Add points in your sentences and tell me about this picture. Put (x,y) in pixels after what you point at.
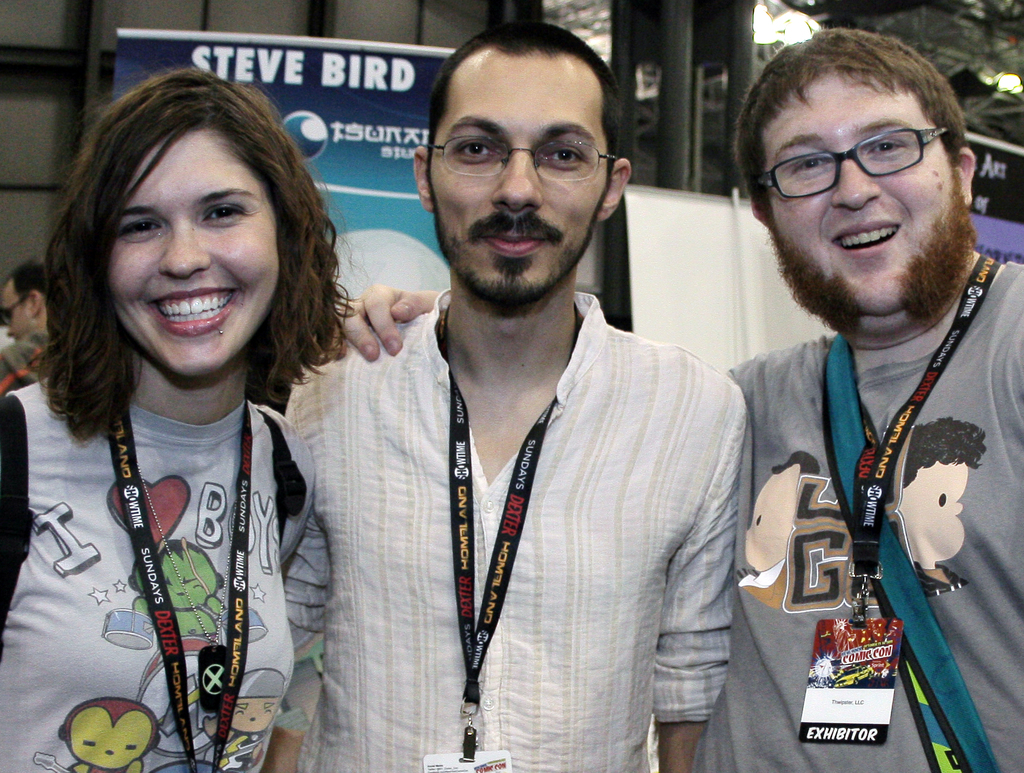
In this image I can see few persons (357,603) wearing black colored badges (229,620) in their neck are smiling and standing. In the background (27,365) I can see another person (17,351), few metal rods (672,170), few banners (332,153), a light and few other objects (697,40).
